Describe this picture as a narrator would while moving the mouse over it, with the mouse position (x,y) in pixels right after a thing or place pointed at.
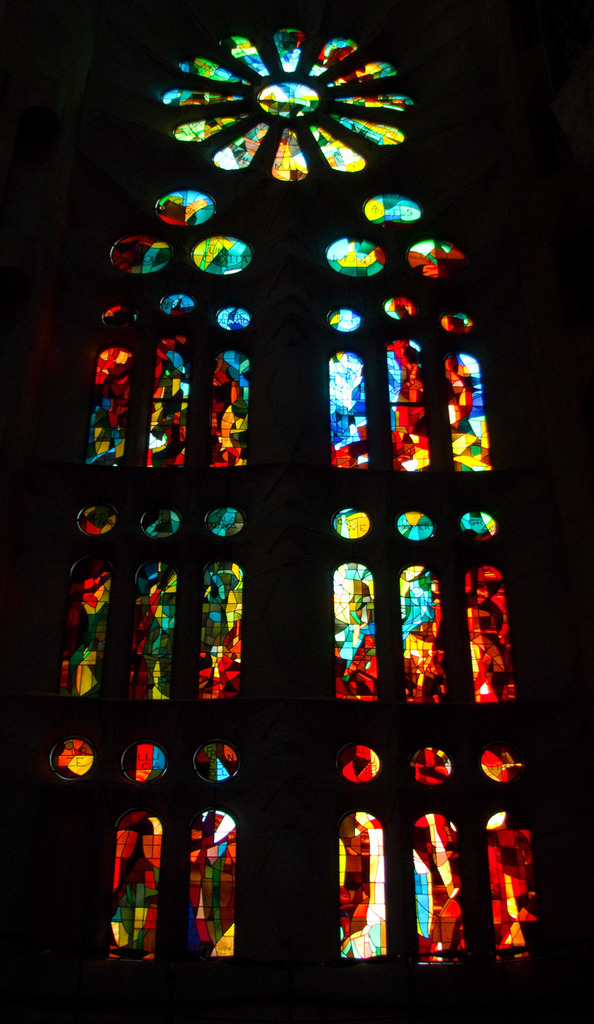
In the center of the image (221,579) there is a stained glass (232,621).
